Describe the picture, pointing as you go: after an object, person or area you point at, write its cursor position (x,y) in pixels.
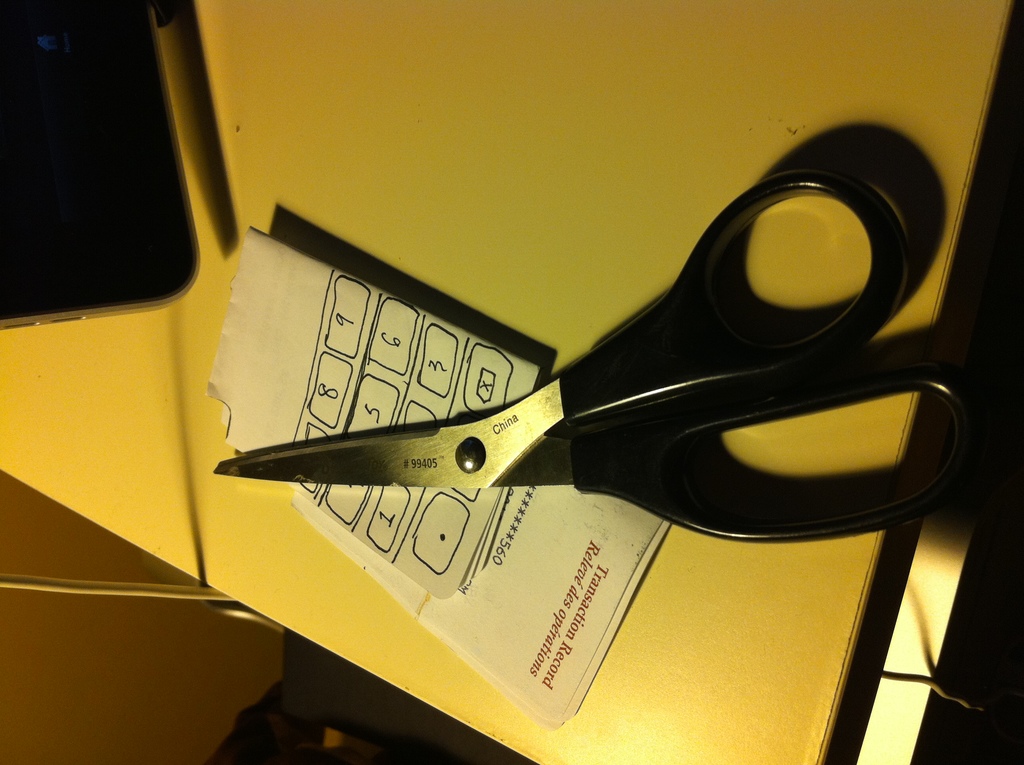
This picture shows scissors (518,419) and a paper (472,554) on the table (731,5).
